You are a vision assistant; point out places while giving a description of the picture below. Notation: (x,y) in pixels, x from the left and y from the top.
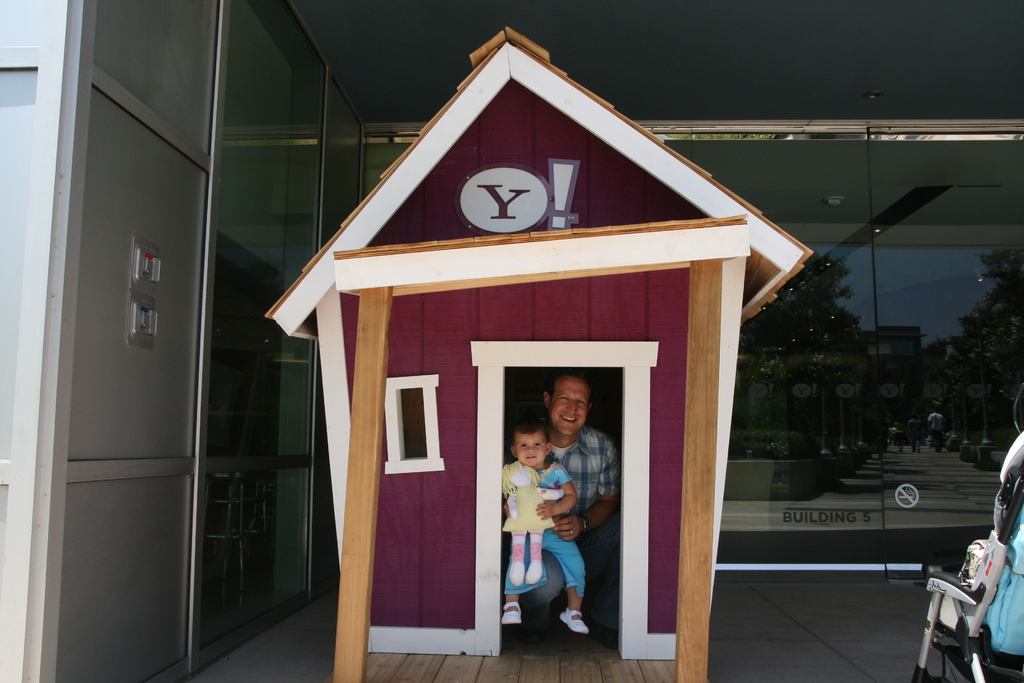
In the image there is a small wooden hut (656,184) and inside the hut (638,478) there is a man (577,445) holding a boy (568,547) on his thigh (554,569) and behind the hut (485,514) there are glasses (782,223) and on the right side (955,590) there is a baby carrying vehicle (972,606).
